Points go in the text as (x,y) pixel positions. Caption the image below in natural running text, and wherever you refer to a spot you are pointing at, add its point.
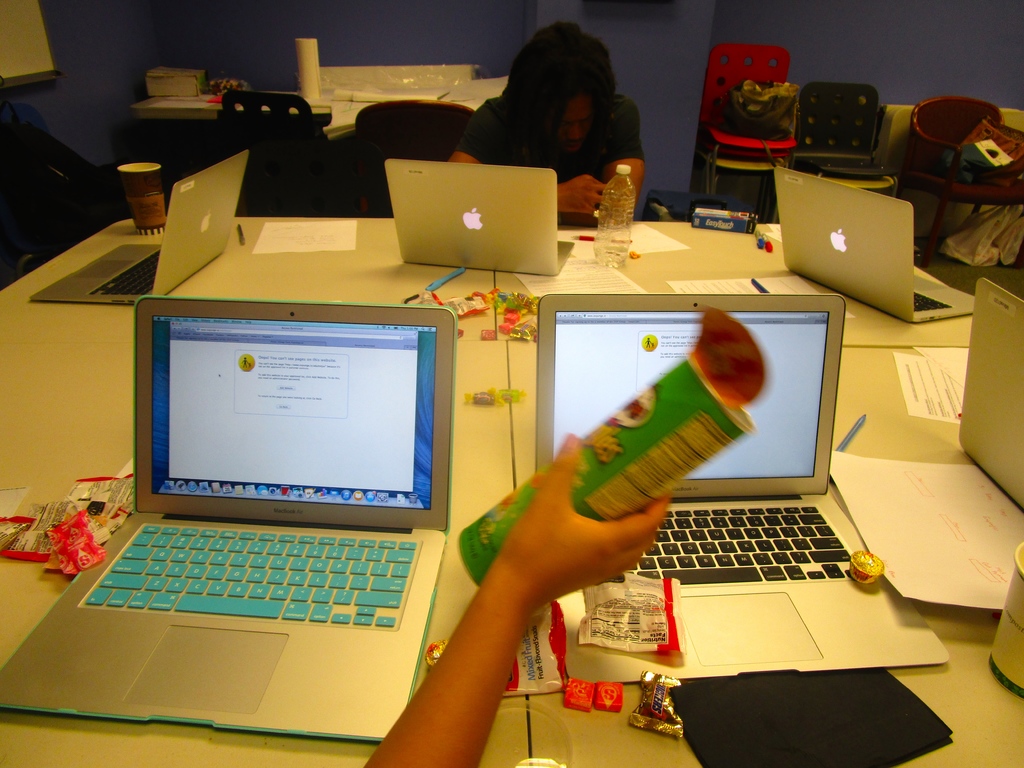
In this image I can see a person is sitting on a chair (449,142). Here I can see a hand (634,516) of another person (415,720). On this table (72,389) I can see number of laptops (785,537) and a water bottle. In the background (717,158) I can see few chairs (766,161).
